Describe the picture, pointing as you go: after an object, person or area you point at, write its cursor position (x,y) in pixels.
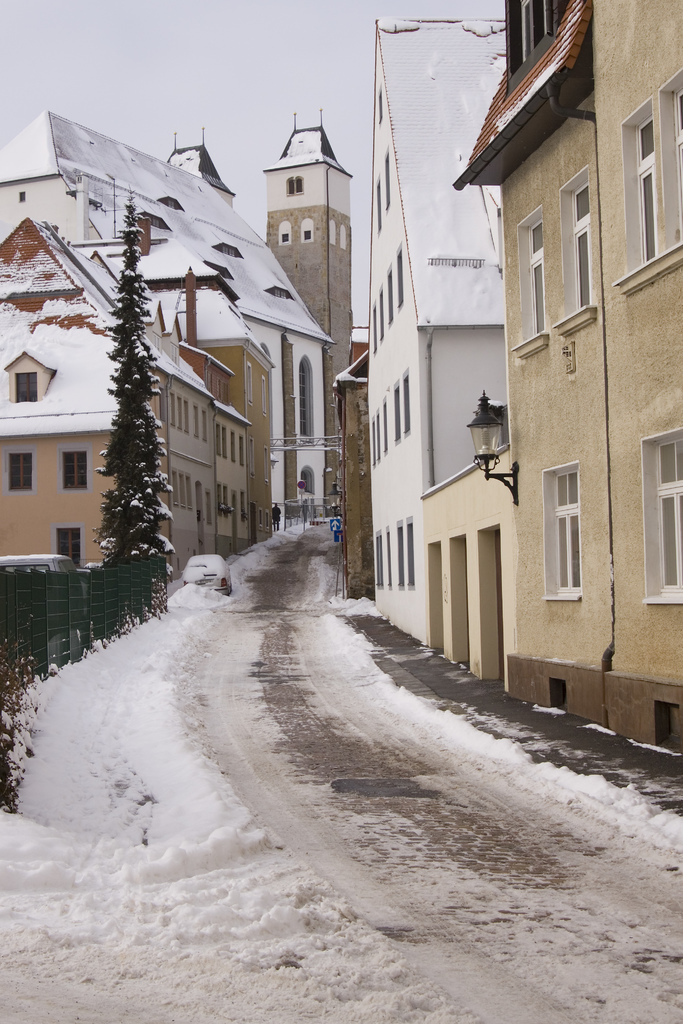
In this image we can see a tree (162,489), fence (150,566), buildings (198,463), person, light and other objects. At the bottom of the image (329,889) there is the road (346,913) covered with snow (294,900). In the background of the image (119,22) there is the sky (246,89).
